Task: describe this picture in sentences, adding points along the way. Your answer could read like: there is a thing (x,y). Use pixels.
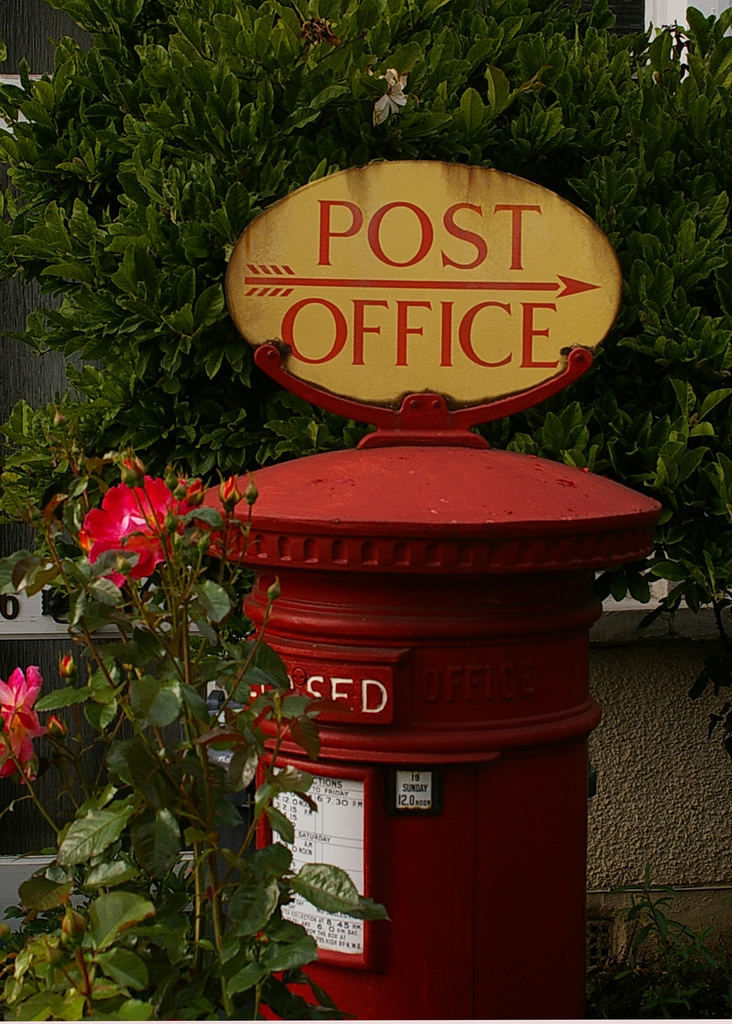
In this image, we can see a post box (470,827) with name board (356,260) and stickers (355,869). Here we can see flowers (3,775) and plants (157,893). Background (696,499) we can see tree (19,405) and wall (31,371).
